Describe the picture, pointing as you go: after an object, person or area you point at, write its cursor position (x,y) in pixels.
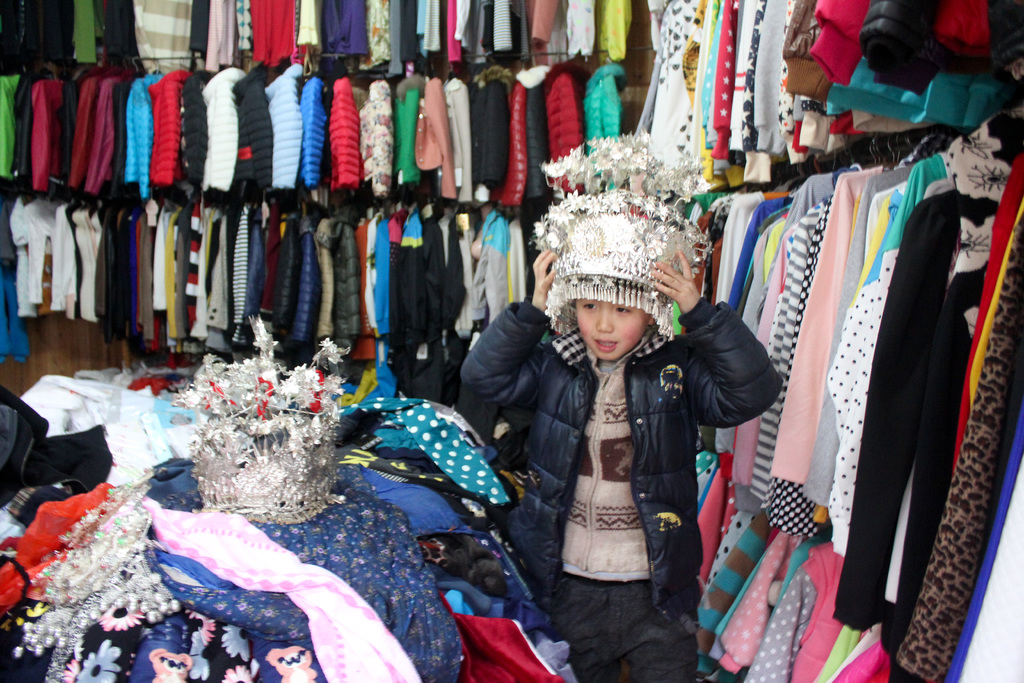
In this picture there is a kid (537,428) wearing black color jacket (545,454) and head wear (623,242) on his head (637,310). There are several clothes (370,528) here. In the background (245,251) there are some jackets (251,119) hanged to the hangers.
